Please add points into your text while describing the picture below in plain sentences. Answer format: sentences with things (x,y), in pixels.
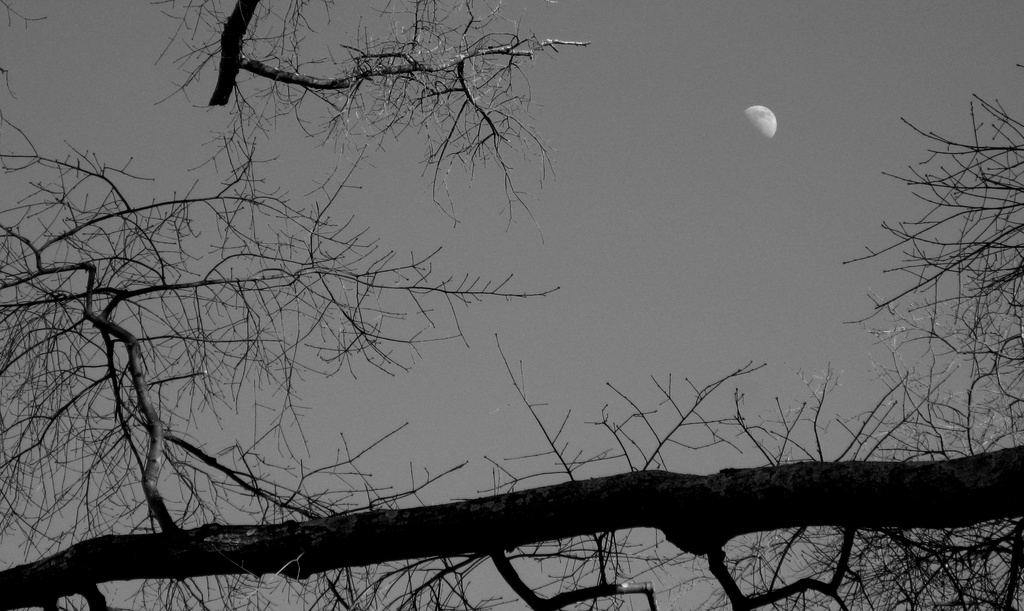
In this image we can see there are trees (709,528), sky (685,291) and the moon (764,121).
